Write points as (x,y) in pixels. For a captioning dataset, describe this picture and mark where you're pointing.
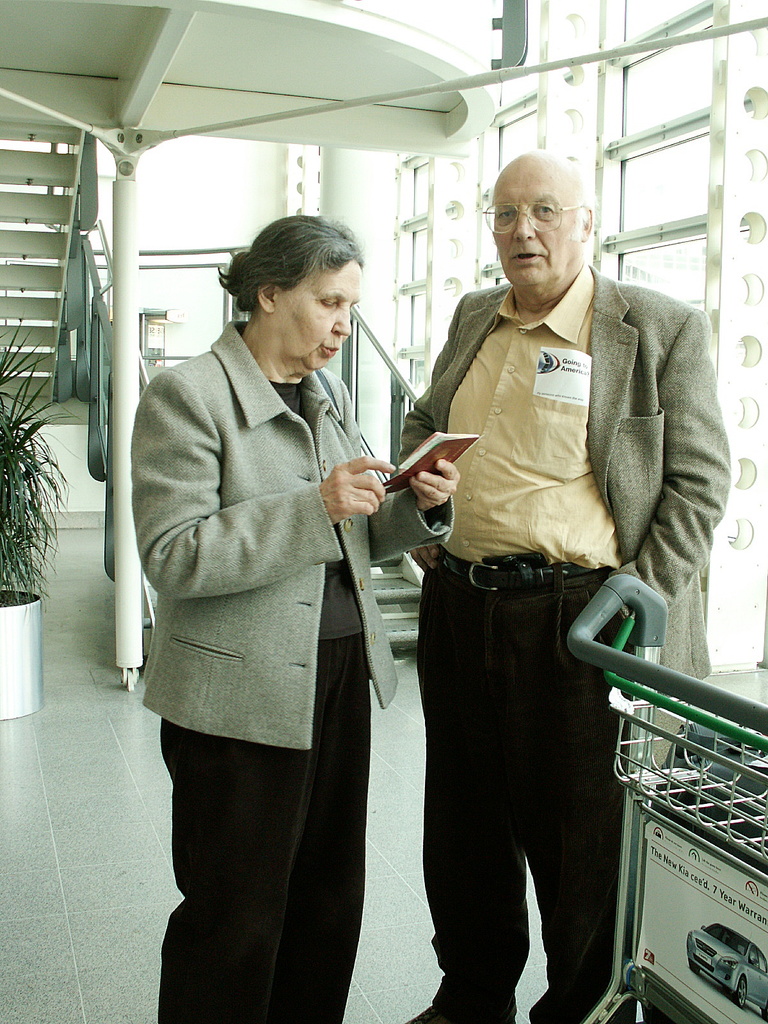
In this image there is a man (526,305) and woman (343,514). Man (428,389) is wearing specs (498,216). Woman (318,469) is holding a book (422,462). In the back (121,243) there is a pole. Also there are steps (0,197). And there is a pot (12,622) with a plant (12,437). Also there is a cart (699,816) near to the people (457,583).
